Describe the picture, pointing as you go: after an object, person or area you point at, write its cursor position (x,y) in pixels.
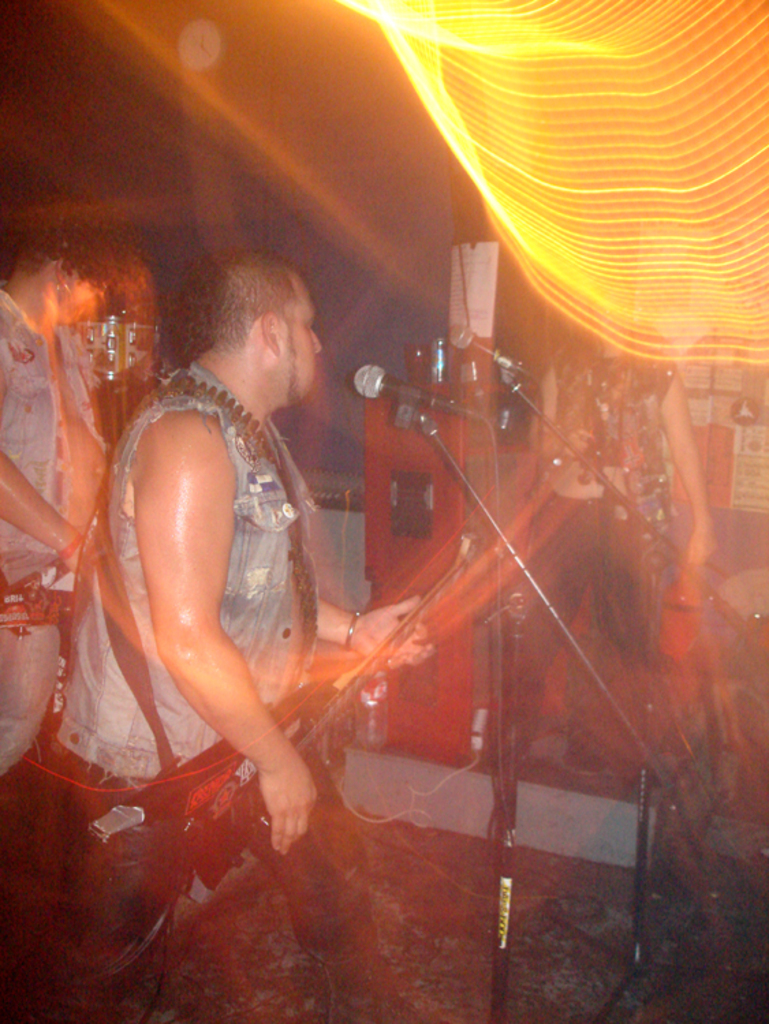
In the image I can see a person (268,475) who is playing the guitar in front of the mic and also I can see some other people (24,705) and some lights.
